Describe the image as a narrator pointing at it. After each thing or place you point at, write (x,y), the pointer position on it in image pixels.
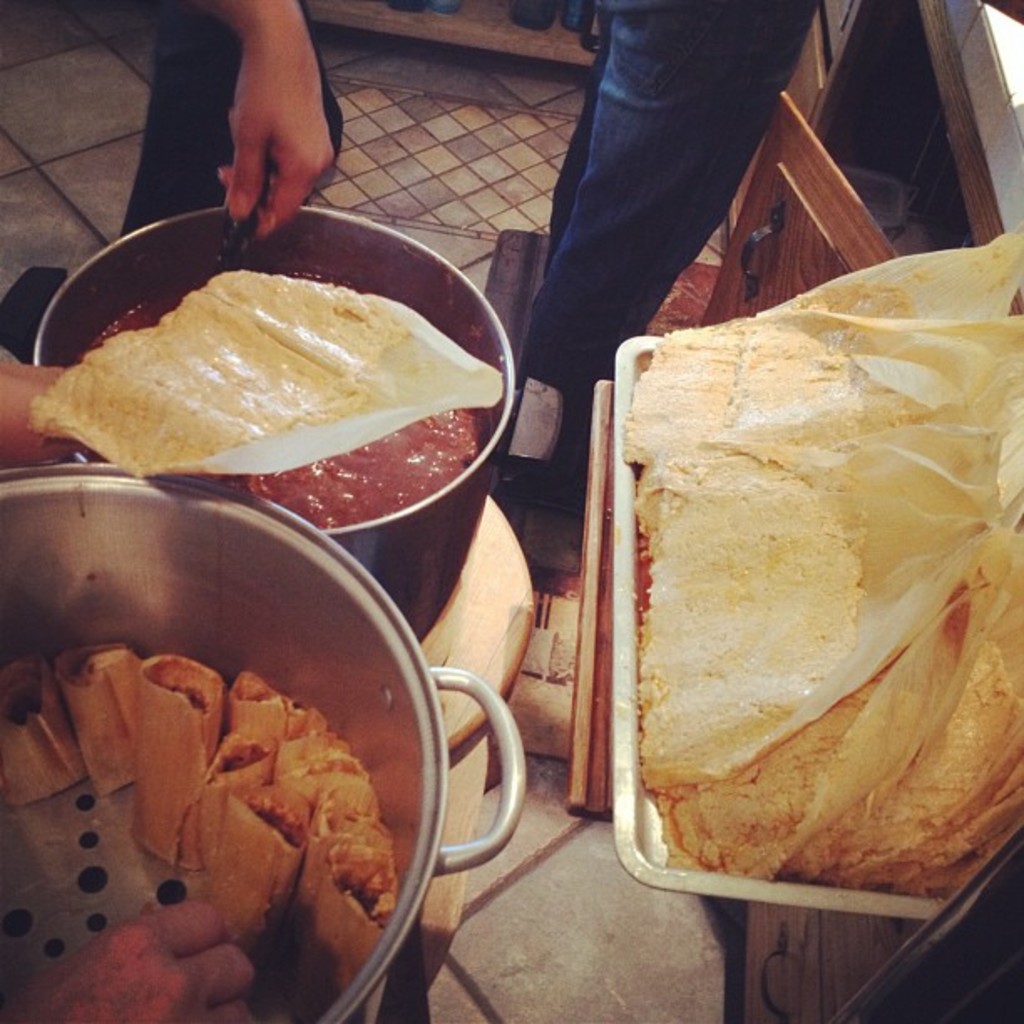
In this image I can see few utensils (294,636) and in it I can see different types of food (343,480). I can also see cupboard (834,118) and here I can see hands (245,119) of a person (284,84) is holding yellow color thing (249,406). I can also see one more person (579,209) is standing over here.
